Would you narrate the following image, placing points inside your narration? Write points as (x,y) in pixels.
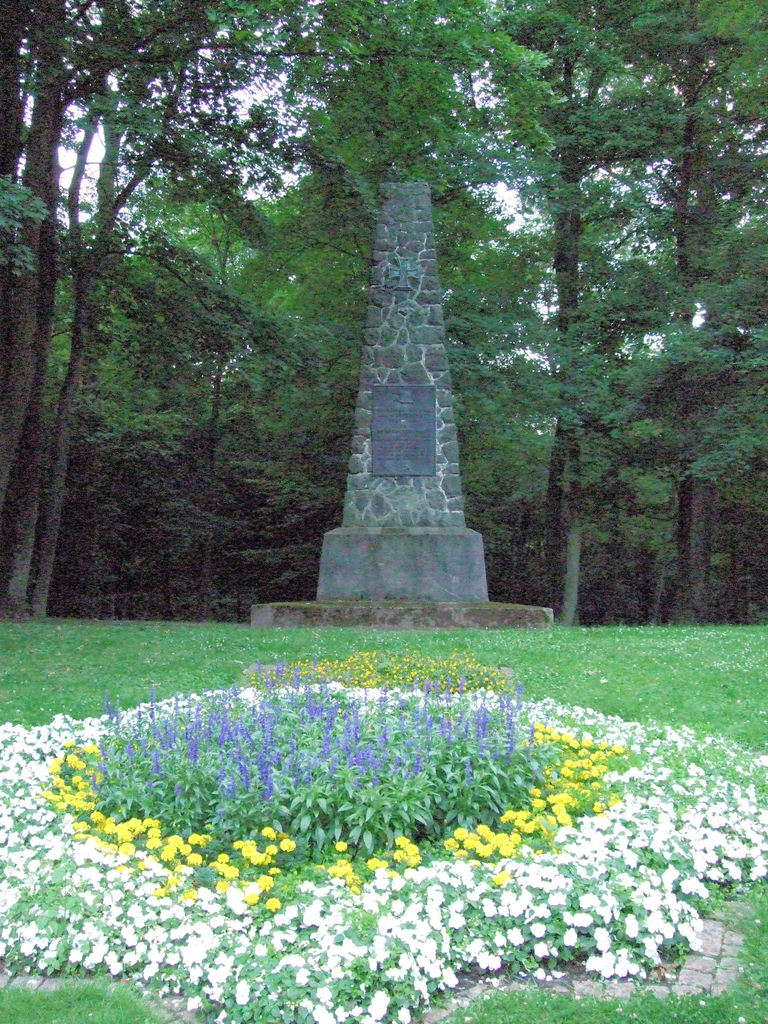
In this image, we can see some plants (390,811). There is a foundation stone (430,382) in the middle of the image (383,560). In the background of the image (233,454), there are some trees (195,394).
